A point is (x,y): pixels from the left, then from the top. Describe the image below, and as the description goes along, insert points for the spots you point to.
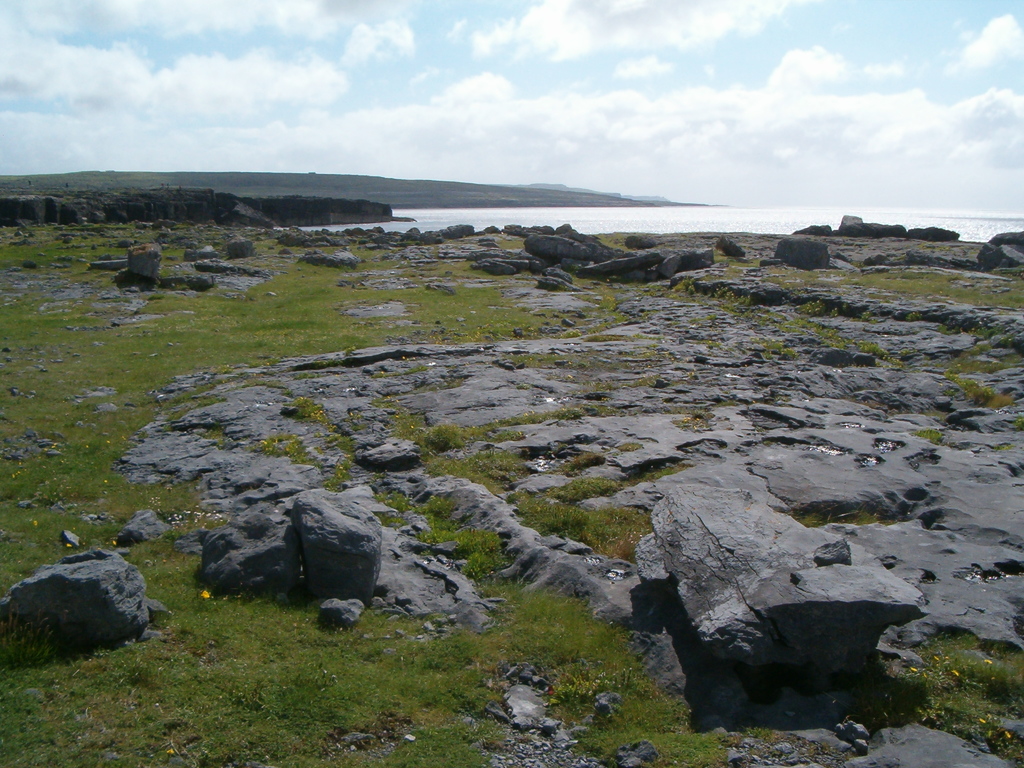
In this image, we can see green grass (432,324) on the ground (779,287) and we can see some stones (824,251), there is a sea (643,223), at the top (783,65) there is a sky (558,48) and we can see some clouds (806,92).
